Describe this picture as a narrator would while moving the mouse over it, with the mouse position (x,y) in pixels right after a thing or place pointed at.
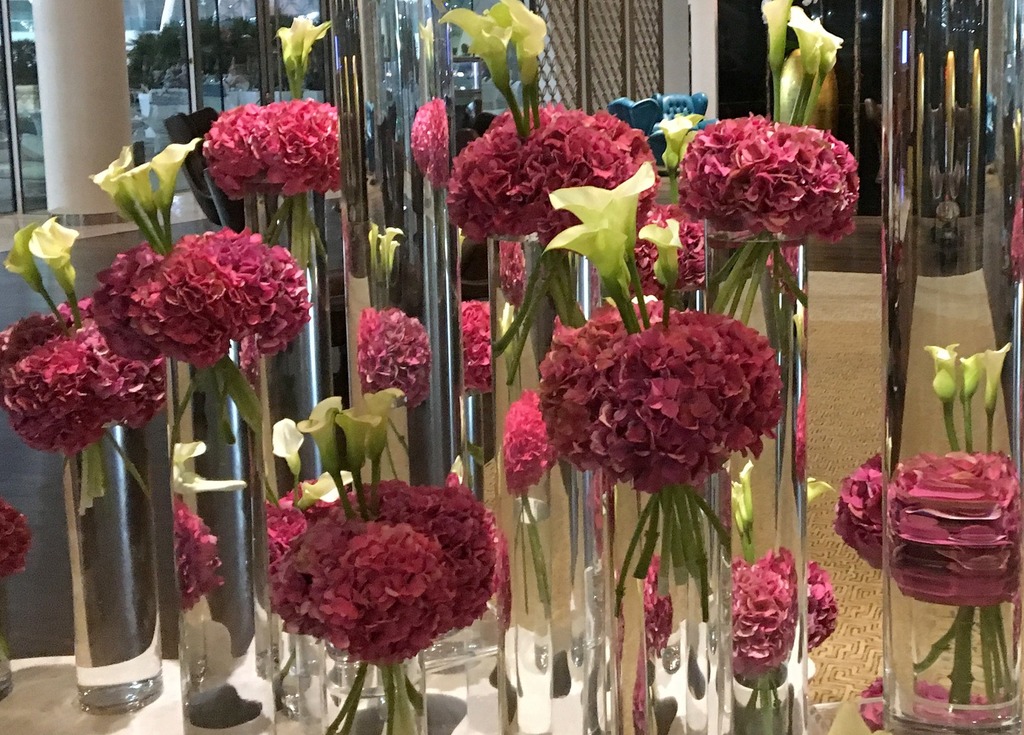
In this image, we can see so many flowers (209,585) with flower vase (561,537) and water (229,628). These are placed on the white surface (147,722). Background (155,105) we can see glasses (275,58), pillar (60,116) and floor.
